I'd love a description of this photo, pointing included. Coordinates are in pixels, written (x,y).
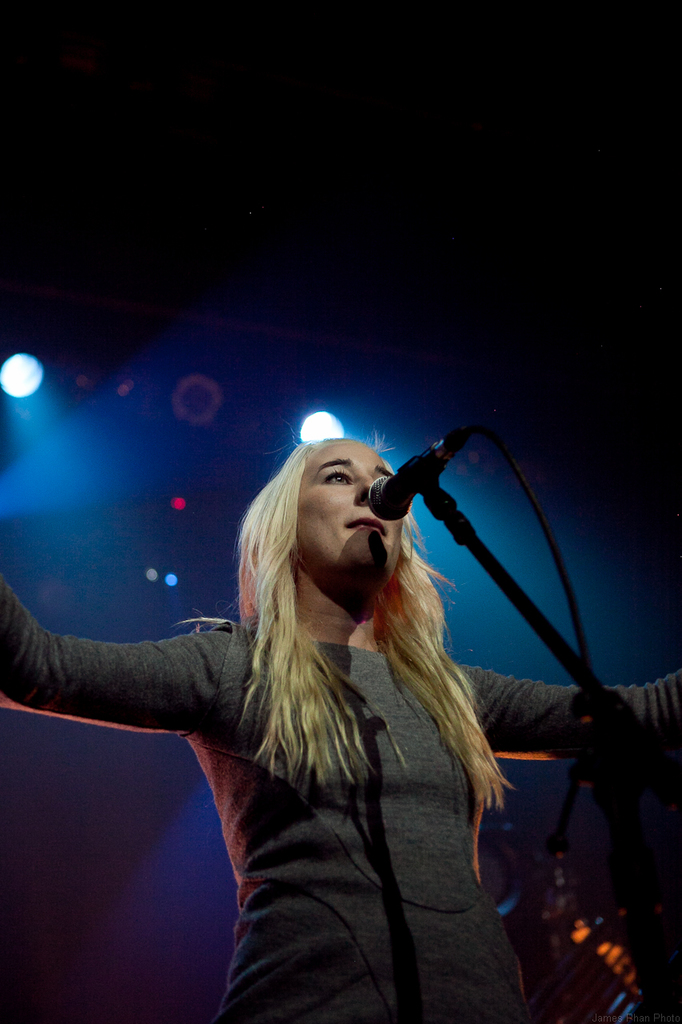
In this image I can see a woman (434,900) wearing grey colored dress (362,860) is standing and I can see a microphone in front of her. I can see few lights (303,427) and the dark background (271,239).
